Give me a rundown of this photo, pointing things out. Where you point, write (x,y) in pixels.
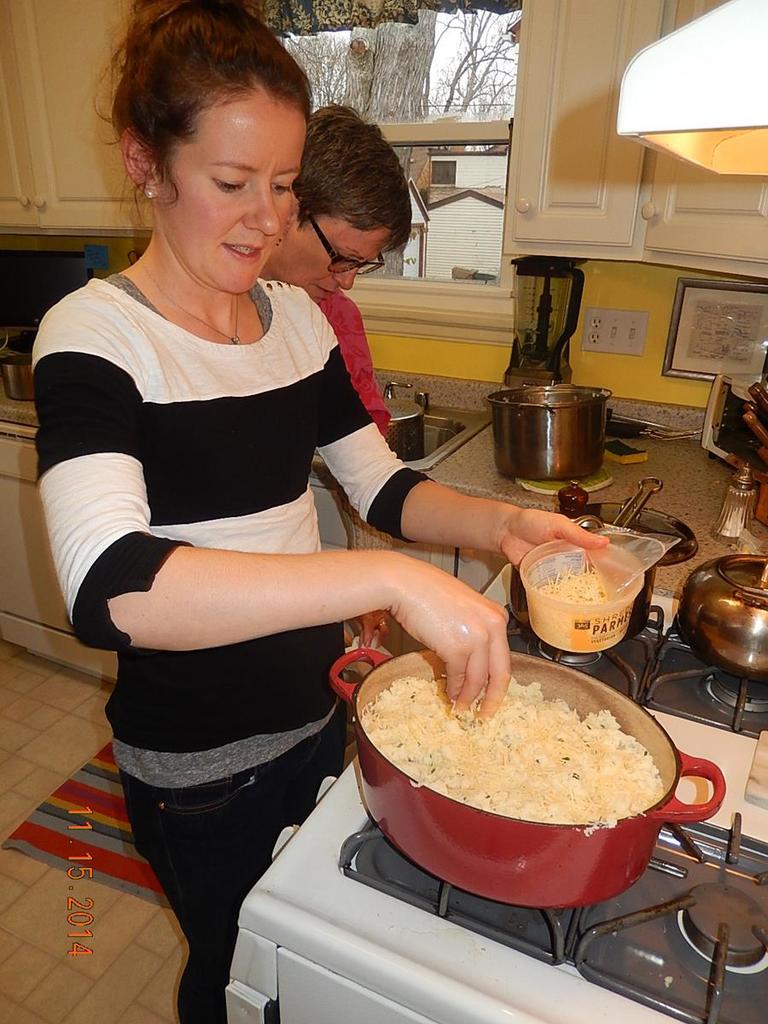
In this image, we can see two people (277,553). Here a woman (242,445) is holding a container (576,643). Here we can see a kitchen platform (619,487), stove (641,888), cooking pot (602,794) with food (596,804), few containers (704,605), machine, switchboard (610,336) on the wall (623,383), cupboards (546,190), glass window (422,83), curtain (364,24) and chimney (725,159). Through the glass window (433,152) we can see the outside view (467,74), here there are few trees (339,76). At the bottom (131,978), there is a floor (96,985) with floor mat (100,846) and water mark (83,888) in the image.
